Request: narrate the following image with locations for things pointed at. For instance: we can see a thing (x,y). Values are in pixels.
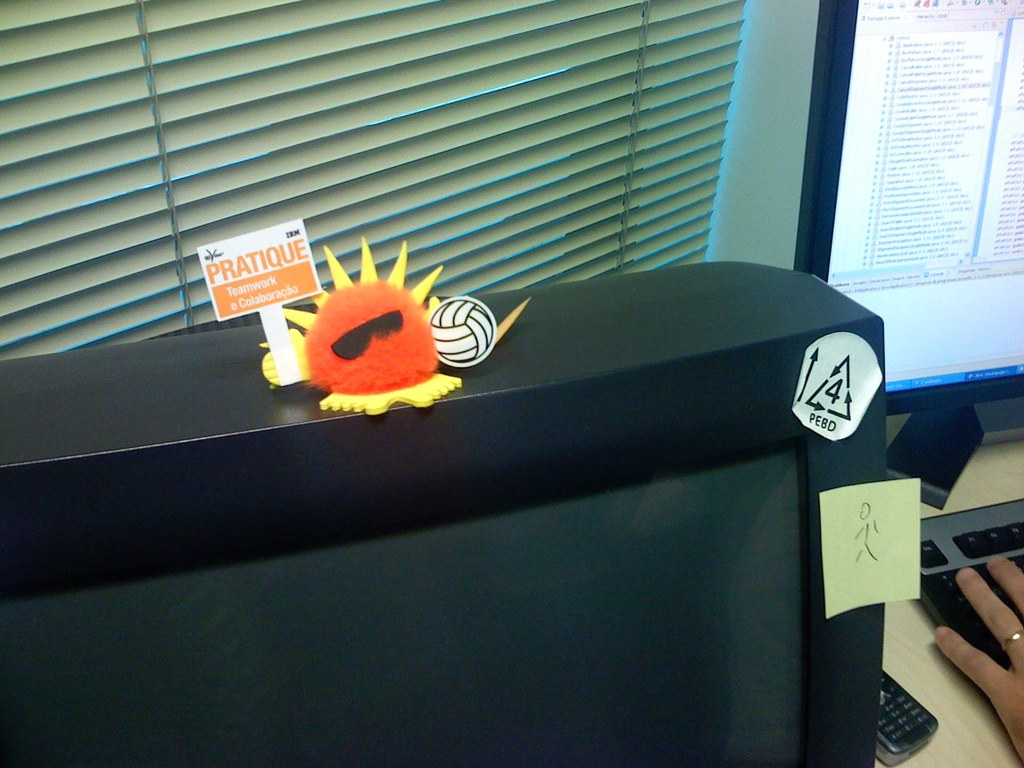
This picture shows a computer (966,549) and a human hand (966,589) and a mobile (904,755) and we see a other monitor (645,306) and a toy (385,354) on it and we see blinds (488,210) to the window (714,119).
